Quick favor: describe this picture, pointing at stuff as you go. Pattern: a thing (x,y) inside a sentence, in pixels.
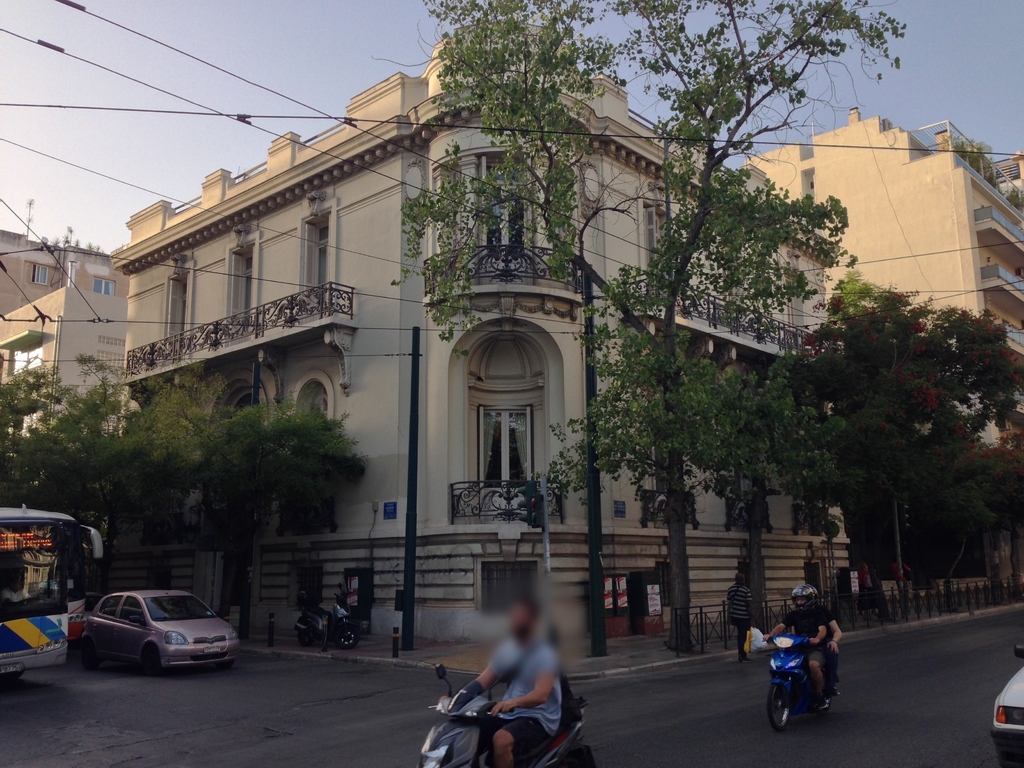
In this picture there are some men (518,698) riding bikes (784,674) on the road (381,760). In the left side (79,618) there is a bus (12,598) and a car (142,622) here. We can observe a building (426,316) here. There are some trees (852,408) and wires (245,114) here. In the background (931,98) there is a sky (220,57).
